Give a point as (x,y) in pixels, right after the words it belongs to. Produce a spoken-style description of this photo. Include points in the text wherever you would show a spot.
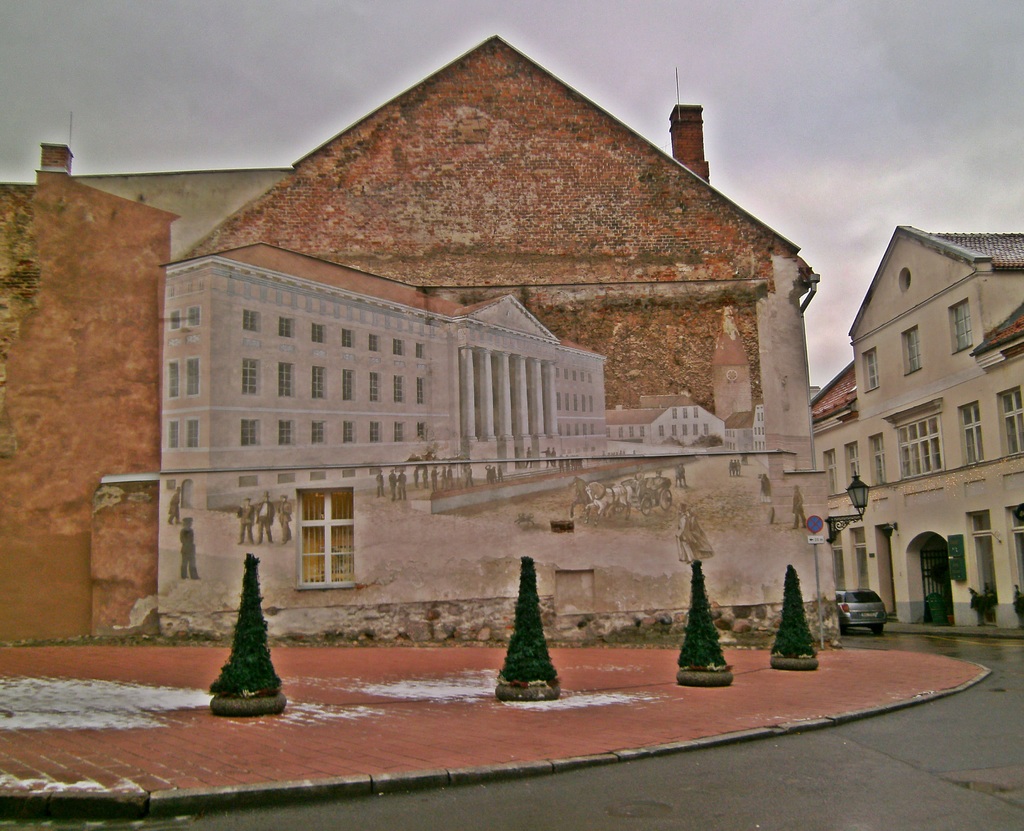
In this image we can see buildings (614,368), plants (248,676), motor vehicle (850,616), street lights (860,519), sign board (821,521) and sky (305,96) in the background (304,98).
